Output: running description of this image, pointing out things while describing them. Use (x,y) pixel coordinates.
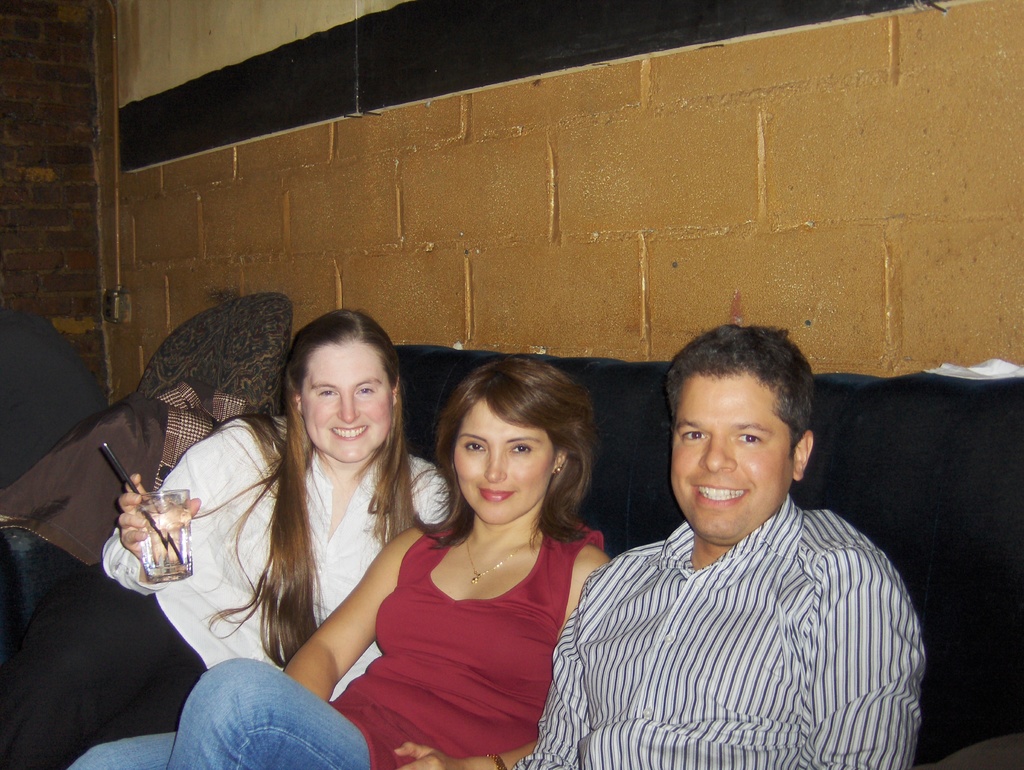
There are people (377,706) sitting on sofa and smiling, she is holding a glass (175,493), behind this woman (215,494) we can see cloth (251,334). We can see wall (186,218).
